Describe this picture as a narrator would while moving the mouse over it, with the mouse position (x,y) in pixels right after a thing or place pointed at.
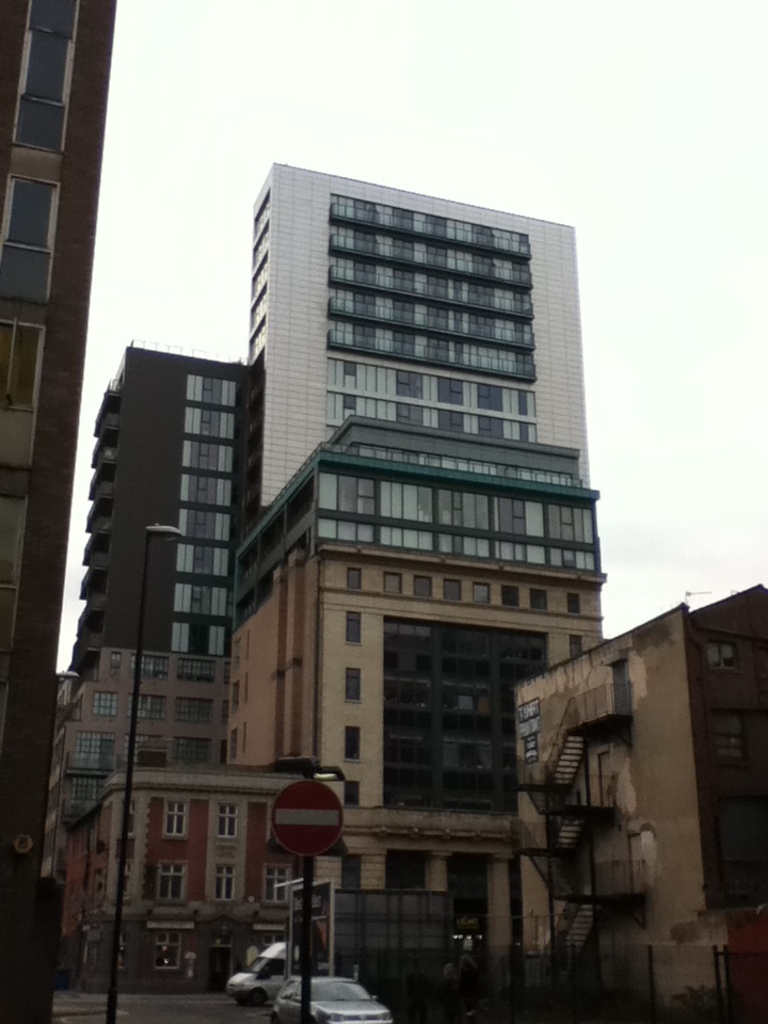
In this image we can see there are buildings (192,618), sign board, street light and the sky (583,79). And there are vehicles (262,971) on the road (256,1016).
